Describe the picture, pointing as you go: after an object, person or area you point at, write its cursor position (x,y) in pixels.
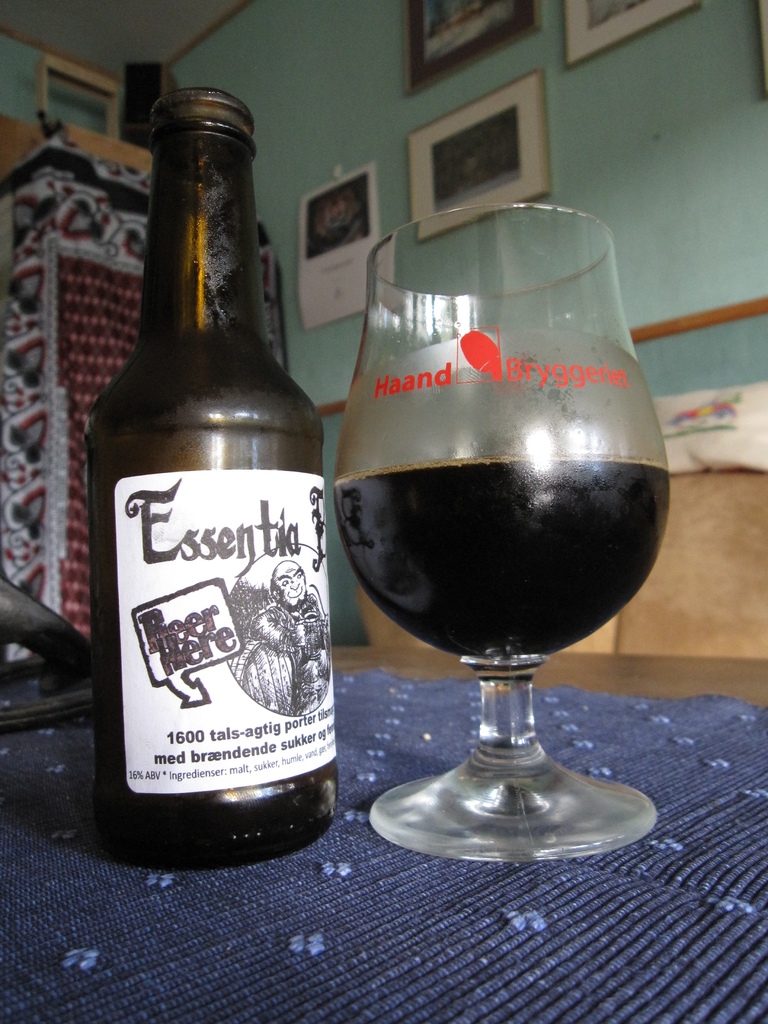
In this image there is bottle (173,410) and a glass (418,596) on a table (453,867). in the background (666,156) there is a blue wall (598,153) on it there are photo frames (415,44) hanged.
